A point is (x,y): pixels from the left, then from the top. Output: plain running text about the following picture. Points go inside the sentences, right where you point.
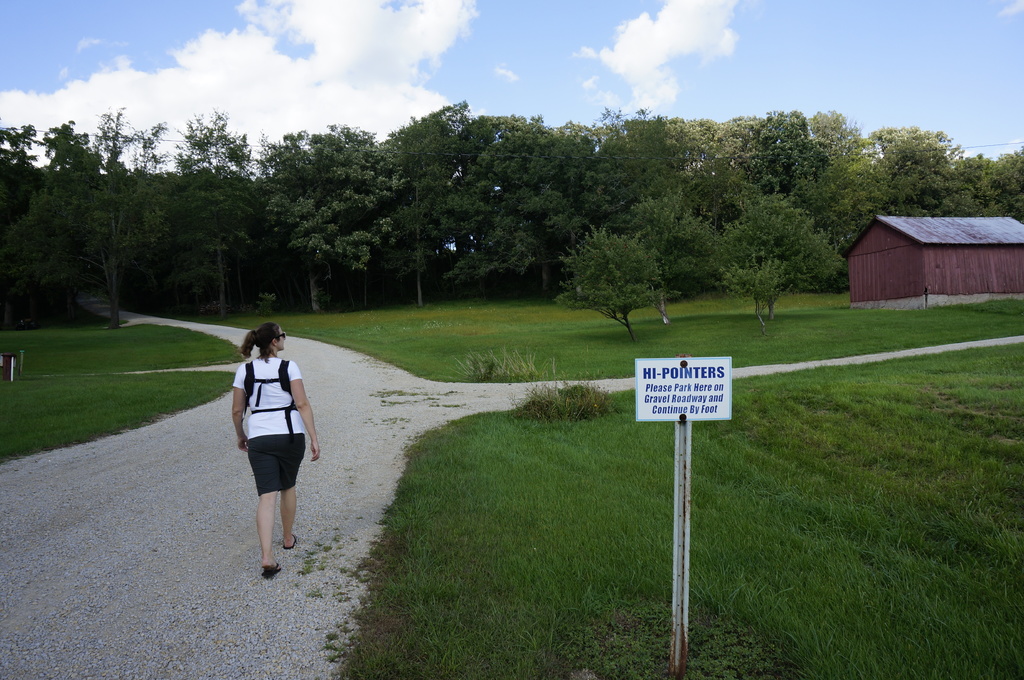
On the left side (273,415) a woman (286,507) is walking on the way (318,492), she wore white color t-shirt (285,426) and a black color short (294,444). On the right side (889,217) there is a board (730,369) and a wooden house (910,242), in the middle (354,273) there are trees (216,296) in this image. At the top (1021,84) it is the cloudy sky (581,76).
